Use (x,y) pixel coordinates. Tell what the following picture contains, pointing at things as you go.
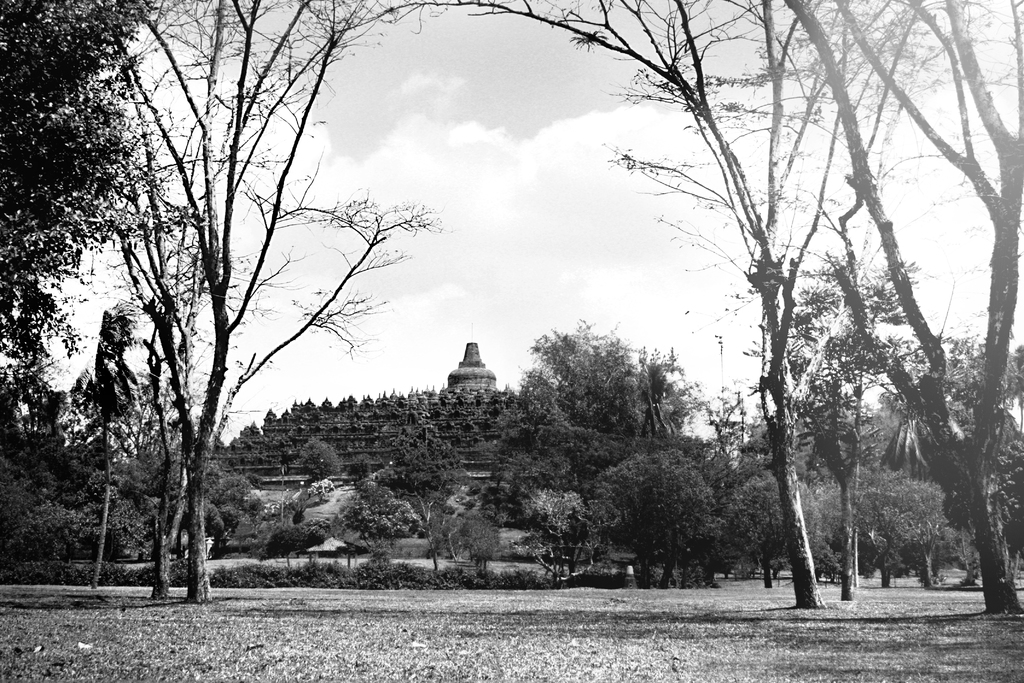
On the left side (109,372), there are trees (162,441) on the ground (177,645). On the right side (933,31), there are trees (816,427) on the ground (970,593). In the background (681,466), there are trees (937,463) and plants (598,569) on the ground (763,588), there is a hill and there are clouds (590,243) in the sky (471,72).
